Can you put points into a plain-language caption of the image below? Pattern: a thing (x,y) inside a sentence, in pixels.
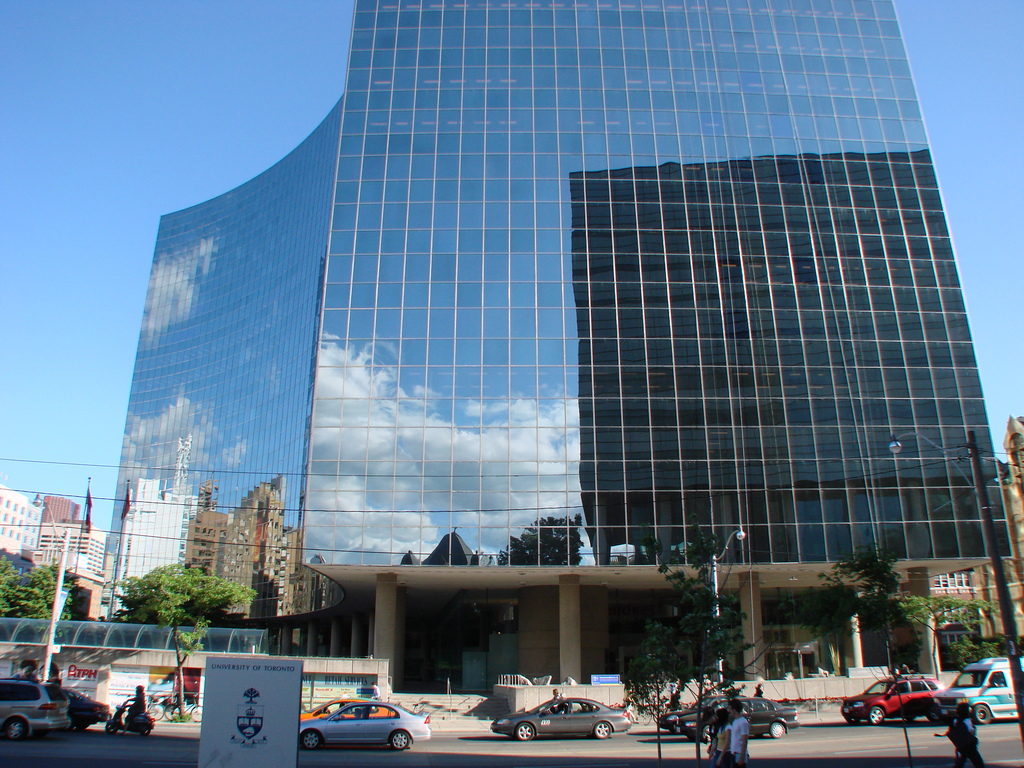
In this picture I can see the road (654,749) in front (455,742), on which there are number of vehicles (403,708) and I can see few people (953,765) and I see few poles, wires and trees (27,600). In the background (85,236) I can see the buildings (414,33) and the sky (248,115). I can also see a board (284,669) in front (261,708) and on it I see something is written.
